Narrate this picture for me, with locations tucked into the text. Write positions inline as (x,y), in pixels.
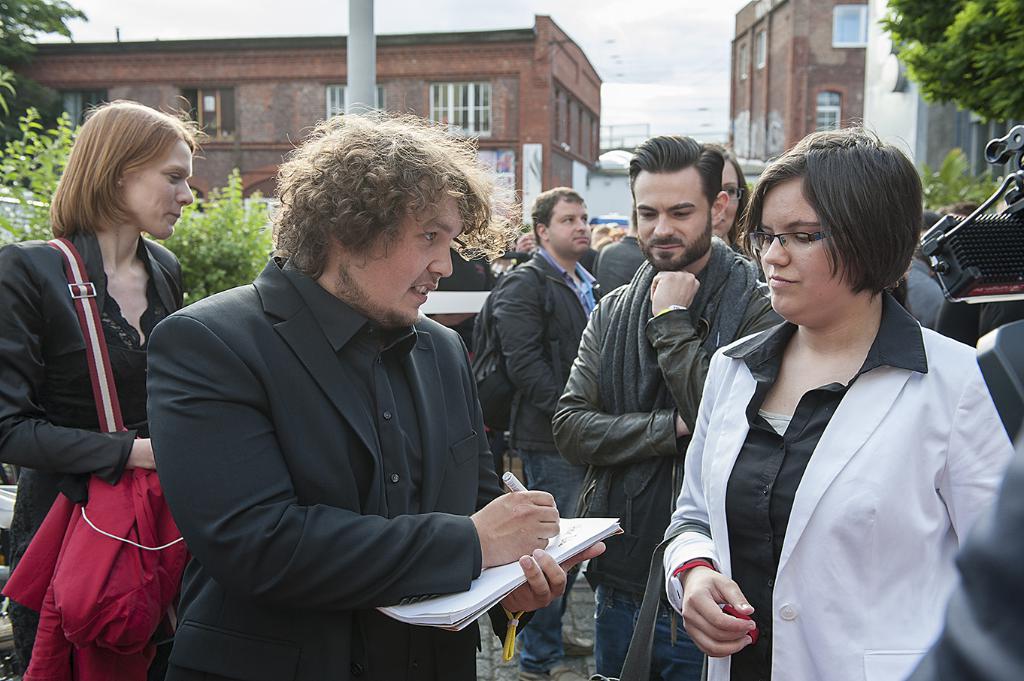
this image is clicked outside. There are some people (615,443) in the middle (533,436). One of them is holding book (497,576) and pen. There are buildings (591,107) at the top (591,107). There are trees (58,1) on the left side (191,260) and right side (933,11). There is sky (503,27) at the top (127,23).
